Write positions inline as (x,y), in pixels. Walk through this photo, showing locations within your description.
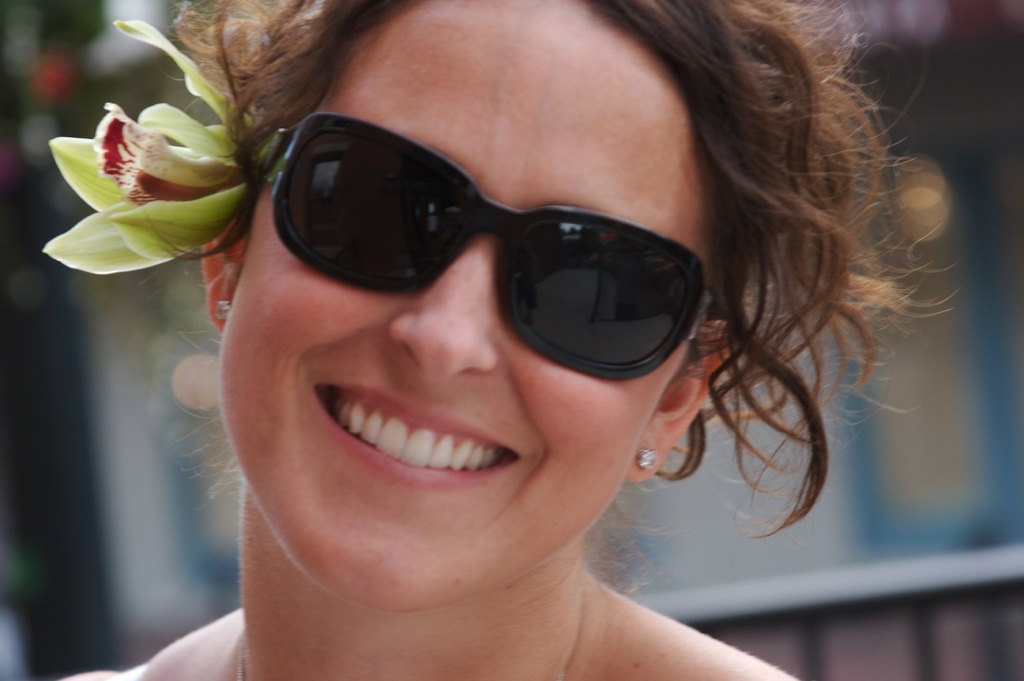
Here we can see a woman (450,592) laughing and she wore goggles (515,306) to her eyes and there is a flower (176,182) on her ear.
